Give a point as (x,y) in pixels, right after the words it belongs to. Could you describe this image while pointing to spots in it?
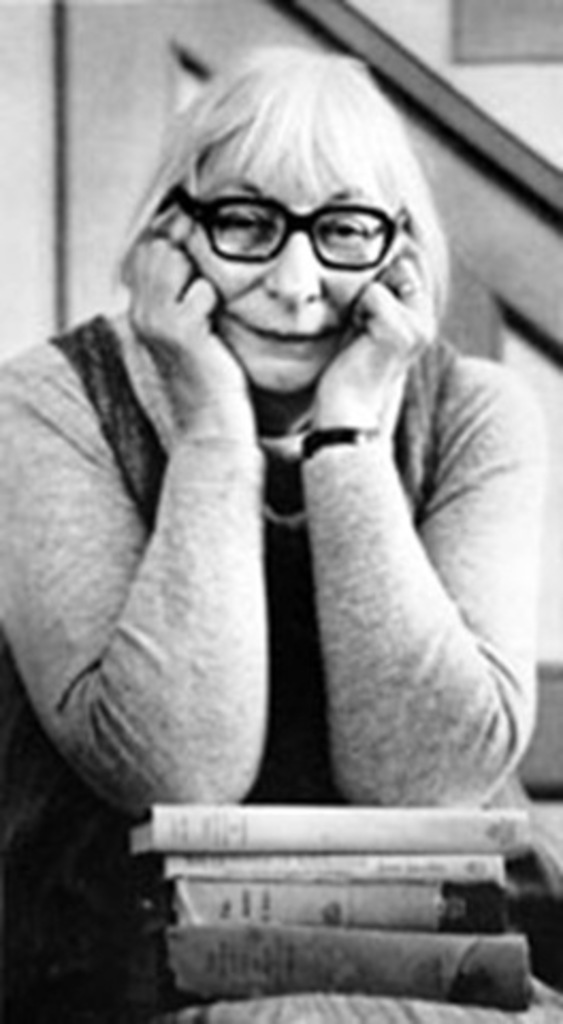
This is a black and white image, in this image there is a woman (434,690), in front of a women (189,787) there are books (323,961).
